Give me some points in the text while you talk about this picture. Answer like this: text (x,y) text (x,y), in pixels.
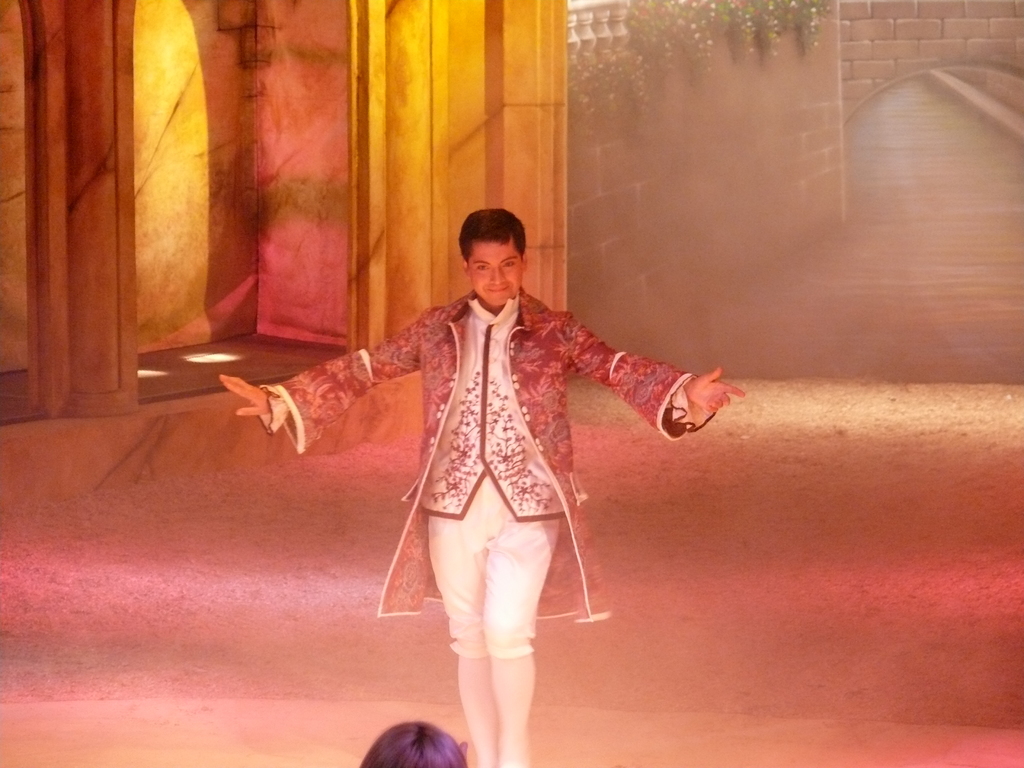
In this image we can see two persons (477,348), among them one person (473,690) is standing and the other person (391,747) is truncated, there are pillars (89,83), creeper (698,35) and the wall (164,131).
